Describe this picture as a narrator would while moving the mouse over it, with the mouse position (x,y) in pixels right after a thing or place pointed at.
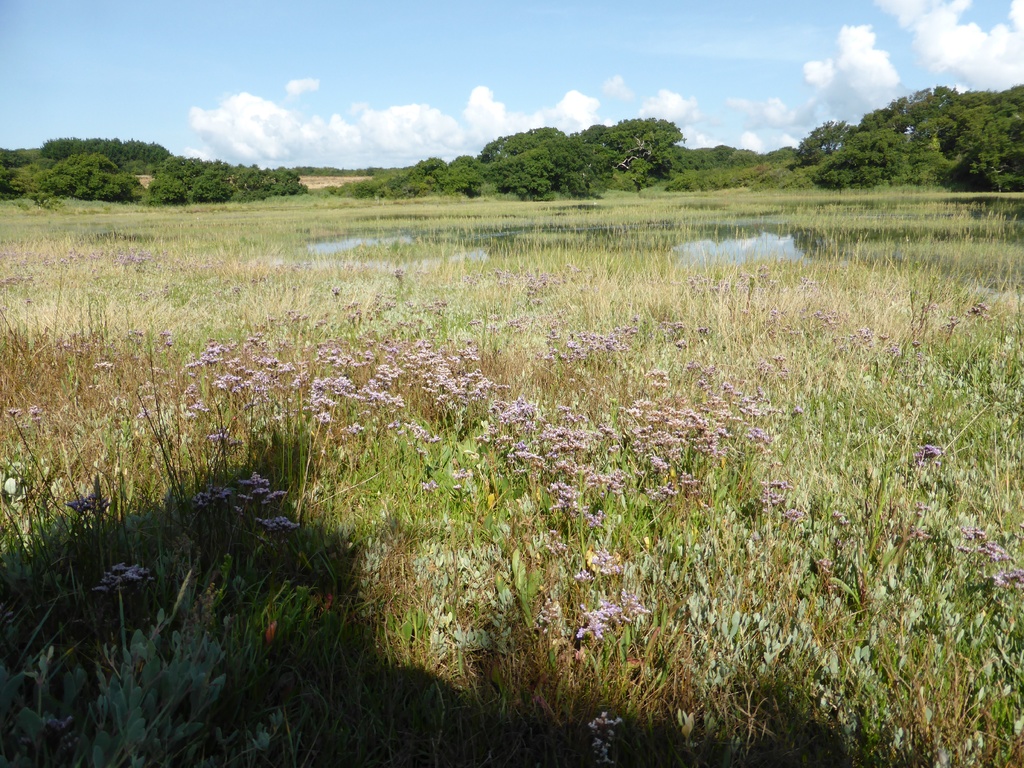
In this image we can see plants (900,454), flowers (627,333), grass (715,299), water (513,233), and trees (885,114). In the background (577,98) there is sky (731,83) with clouds (1000,66).
